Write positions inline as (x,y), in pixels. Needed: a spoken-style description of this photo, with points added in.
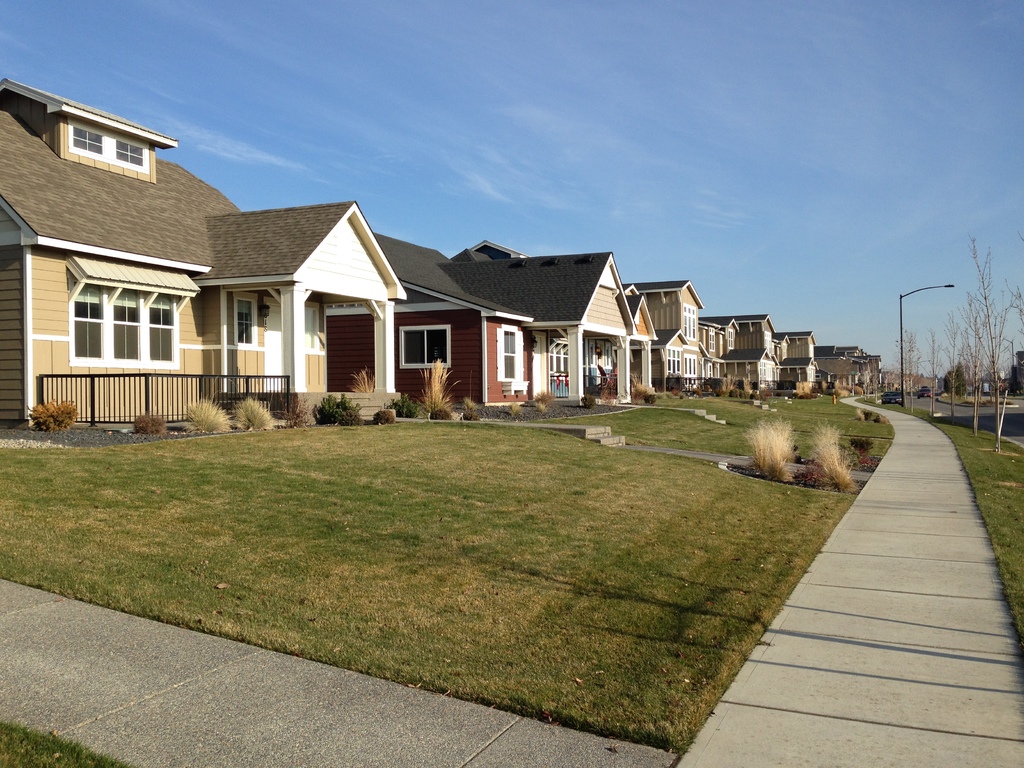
In the foreground of the image (685,471), we can see grassy land (282,526) and the pathway (556,741). In the background (84,305), we can see buildings (294,380), fence (148,379), plants (324,404), stairs (369,413), trees (968,375) and a street light (902,335). At the top of the image (750,255), we can see the sky (624,71). We can see the road (992,414) on the right side of the image (1006,433).
